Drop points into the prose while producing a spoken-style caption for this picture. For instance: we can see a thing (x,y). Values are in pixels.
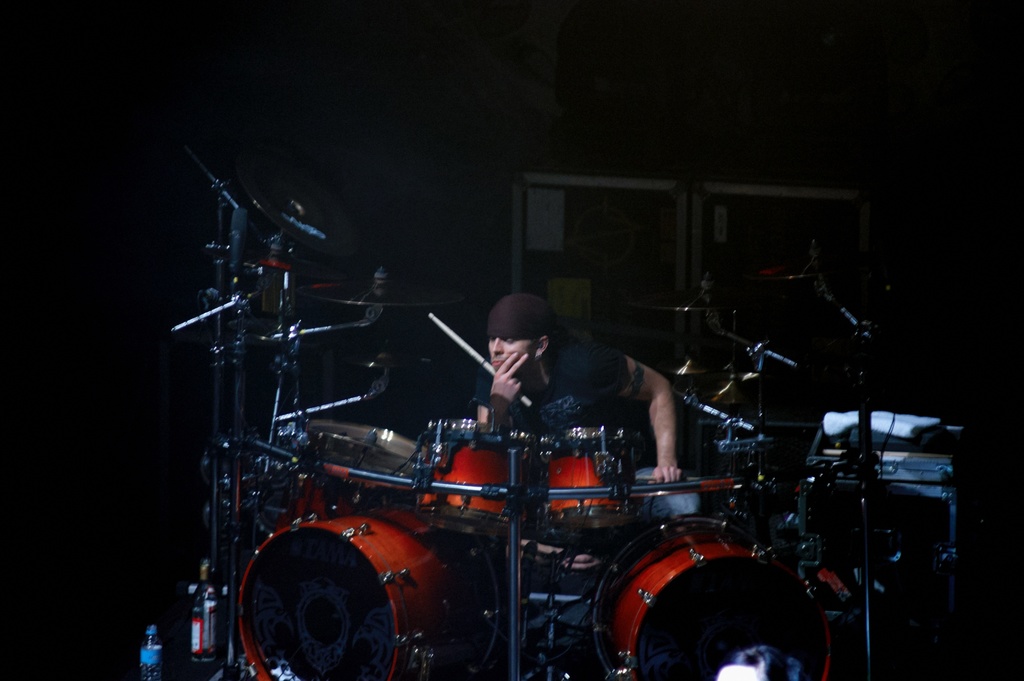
In this image we can see a person (501,424) sitting on the chair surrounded with the musical instruments (711,483). In the background (603,261) we can see information boards (613,252).
